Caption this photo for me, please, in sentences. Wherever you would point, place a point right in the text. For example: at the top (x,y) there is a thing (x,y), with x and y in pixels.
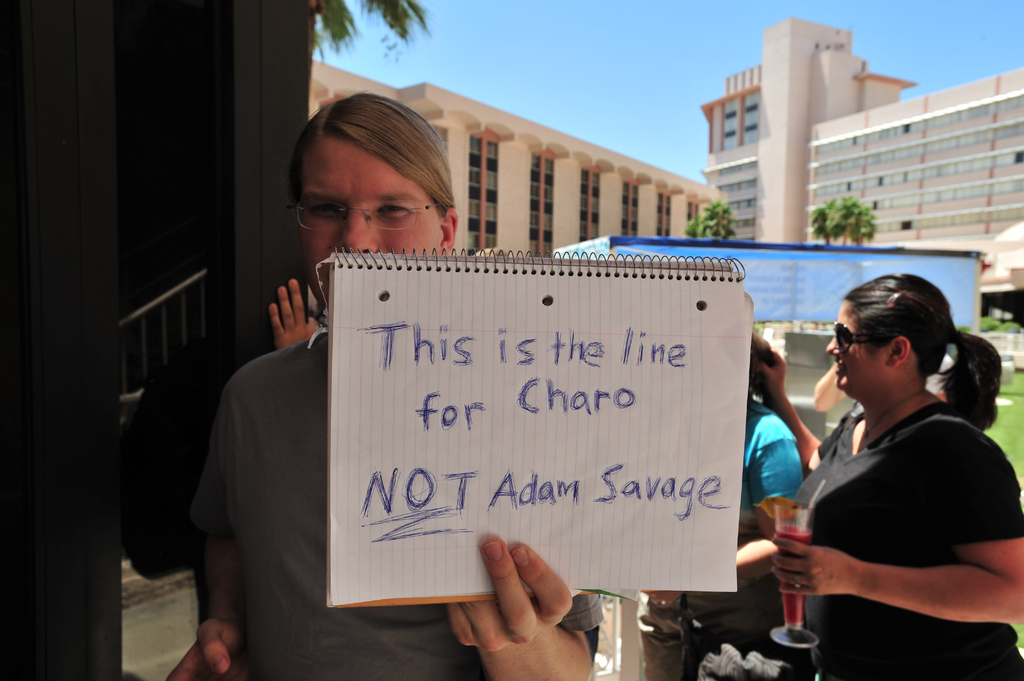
In this picture I can see a woman (297,381) in front (391,325) and I see that she is holding a book (564,360) and on it I can see something is written on a paper (514,368). Behind her I can see a woman (835,493) holding a glass (792,527) and side to her I can see a person (764,355). In the background (458,103) I can see the buildings (721,148), few trees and the clear sky (657,54).
